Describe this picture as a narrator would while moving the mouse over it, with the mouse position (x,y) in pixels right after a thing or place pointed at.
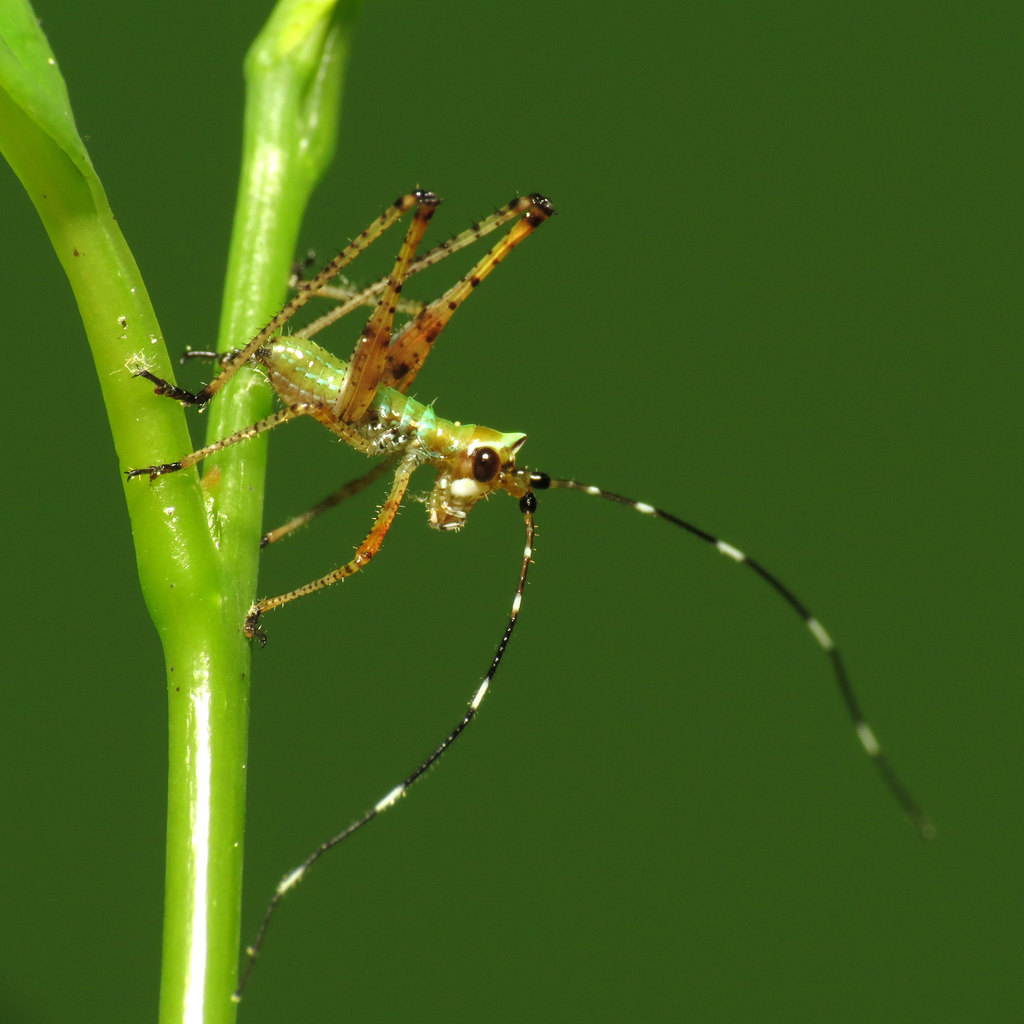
In this picture there is an insect (443,458) standing on a green color object (230,536).
